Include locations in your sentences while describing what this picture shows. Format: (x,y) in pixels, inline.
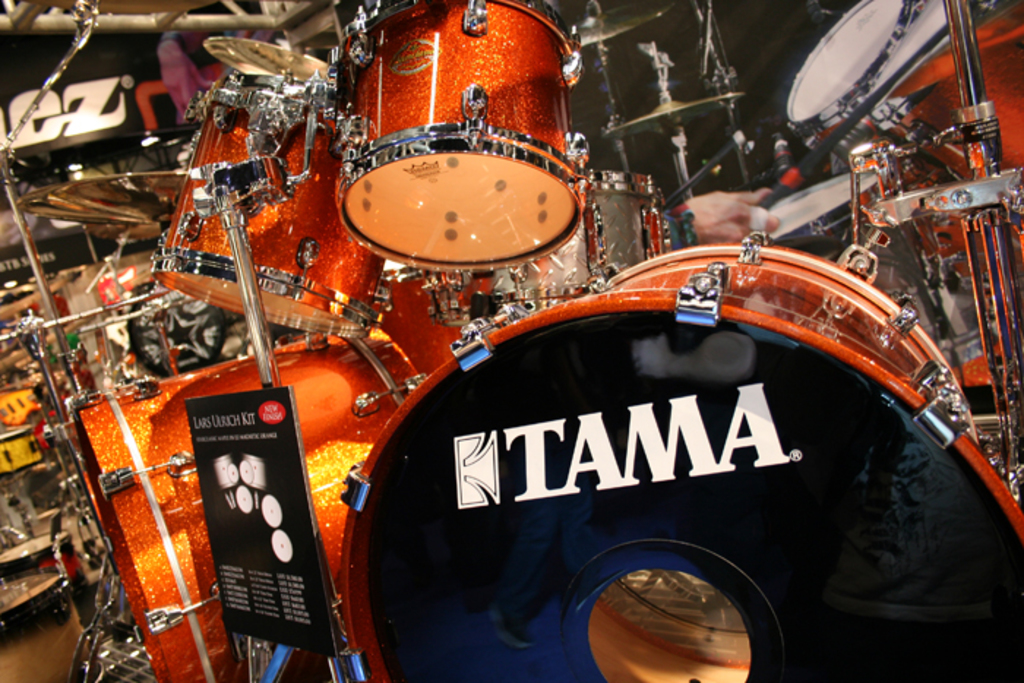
In this image we can see few musical instruments (308,256), few shops (81,236) and a person's hand (712,229) holding a stick (774,225).
